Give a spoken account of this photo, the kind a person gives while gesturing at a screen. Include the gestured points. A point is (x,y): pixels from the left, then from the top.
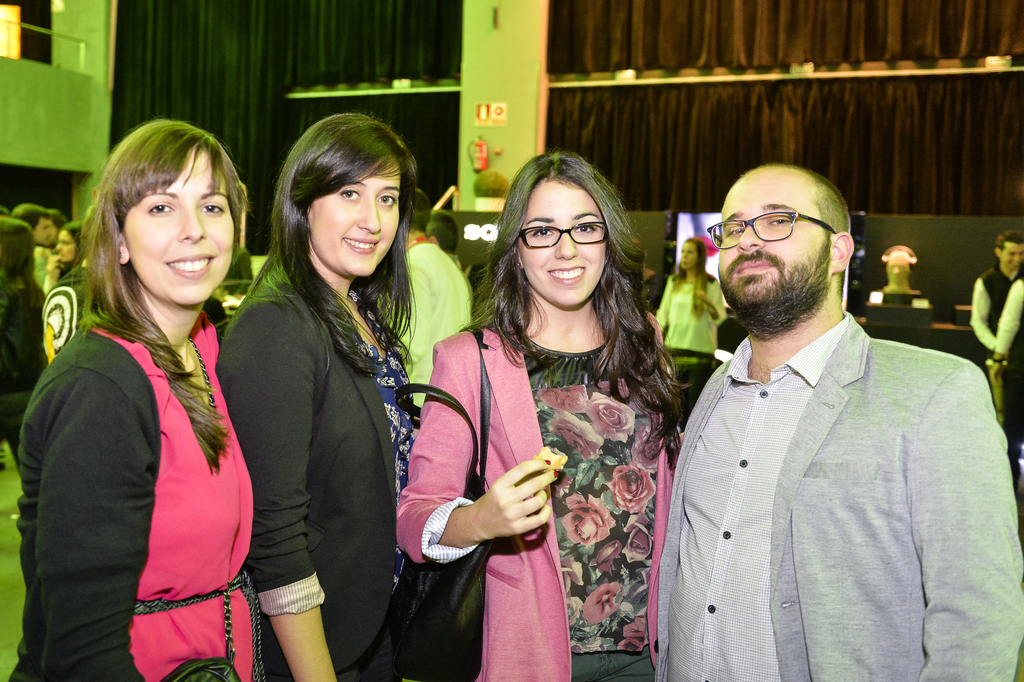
In the center of the image (447,439) we can see four people (913,584) are standing and they are smiling, which we can see on their faces (558,265). Among them, we can see two persons (613,506) are wearing glasses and one person (577,445) is holding a handbag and some other object (561,454). In the background (463,205) there is a wall (68,117), pillar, fence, screen (708,264), table (888,332), mannequin head (903,278), curtains (660,188), banners (462,233), few people (450,223) are standing, few people (1023,300) are holding some objects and a few other objects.
